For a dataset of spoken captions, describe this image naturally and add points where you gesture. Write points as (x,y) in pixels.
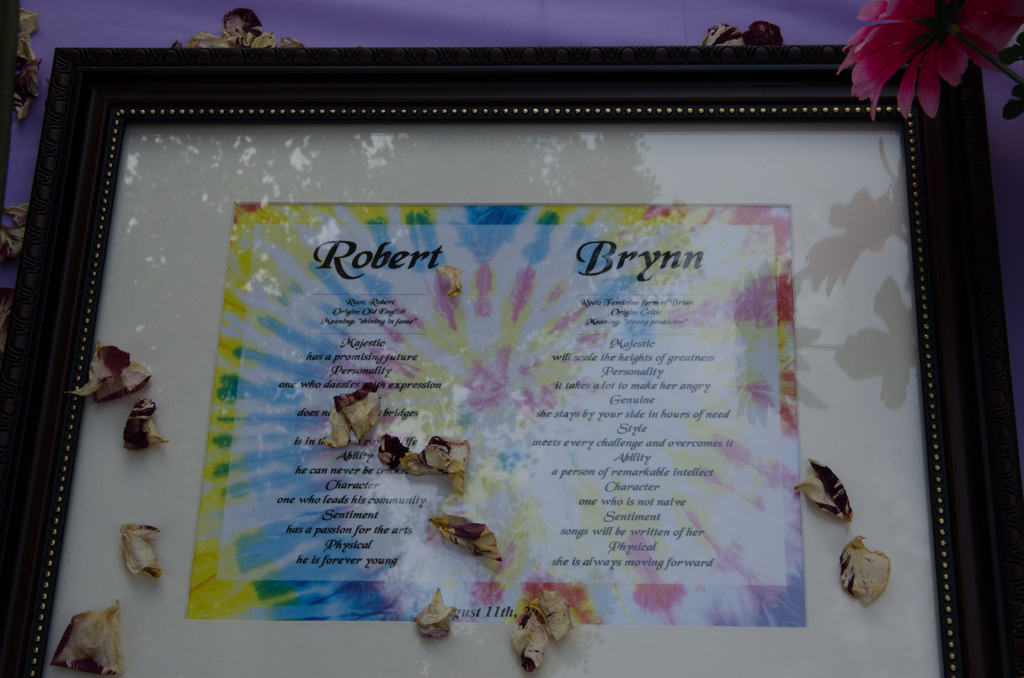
In this picture we can see a close view of the photo frame (549,473). In the front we can see some matter (372,564) written on it.
